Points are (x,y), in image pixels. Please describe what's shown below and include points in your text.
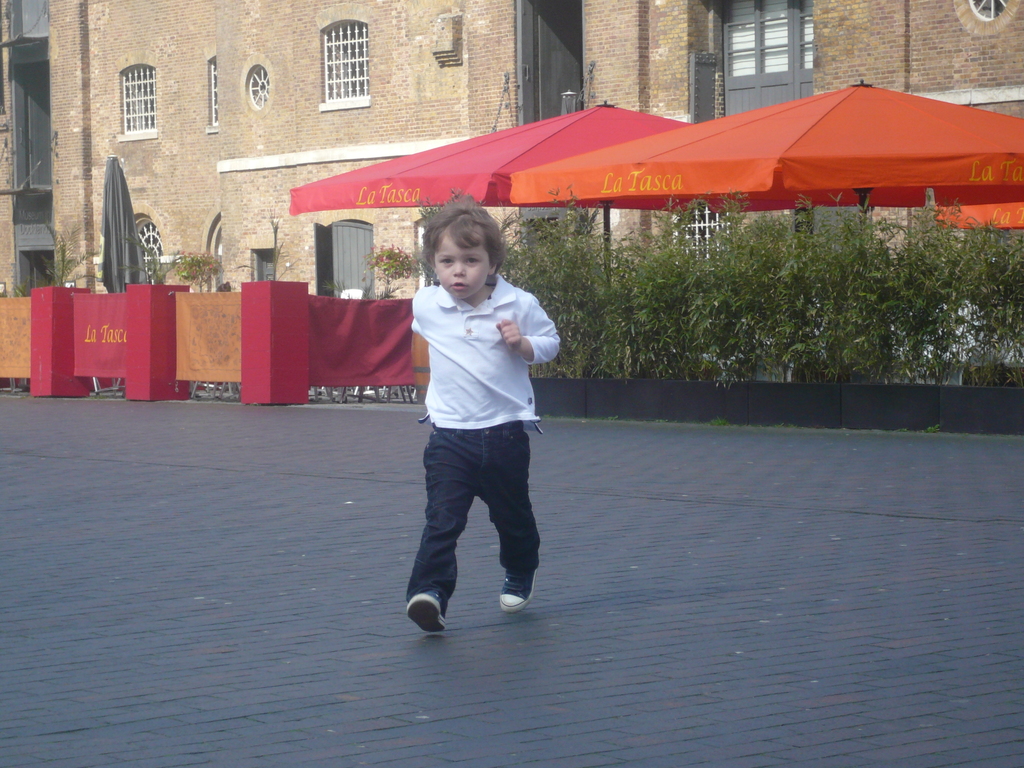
In this image we can see a person (451,422). There are many plants (756,277) in the image. There are two tents (744,142) in the image. There are two buildings (373,138) in the image.
